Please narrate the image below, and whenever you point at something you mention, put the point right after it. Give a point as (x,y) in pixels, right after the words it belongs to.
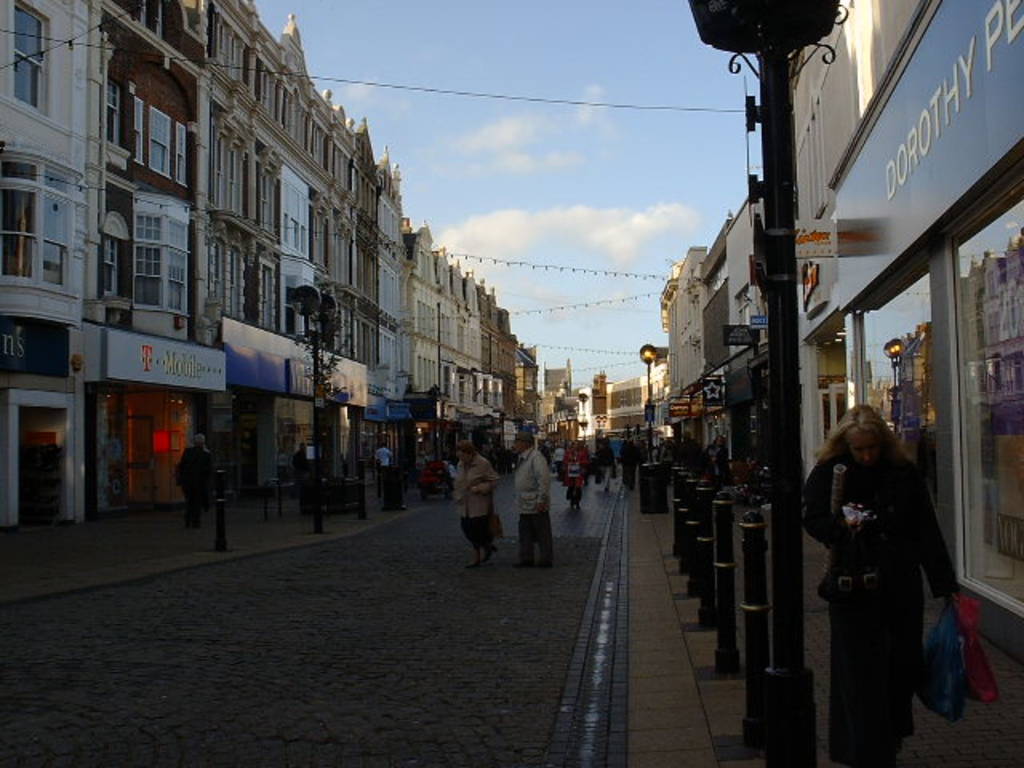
In this image It looks like a street (445,554), few people (531,464) are walking, on the right side (867,548) a woman (901,614) is walking on the foot path (808,545). There are glass walls (915,323) to this building (948,301) and there are buildings (326,433) on either side of this street (307,660), at the top (543,145) it is the sky (543,132).
